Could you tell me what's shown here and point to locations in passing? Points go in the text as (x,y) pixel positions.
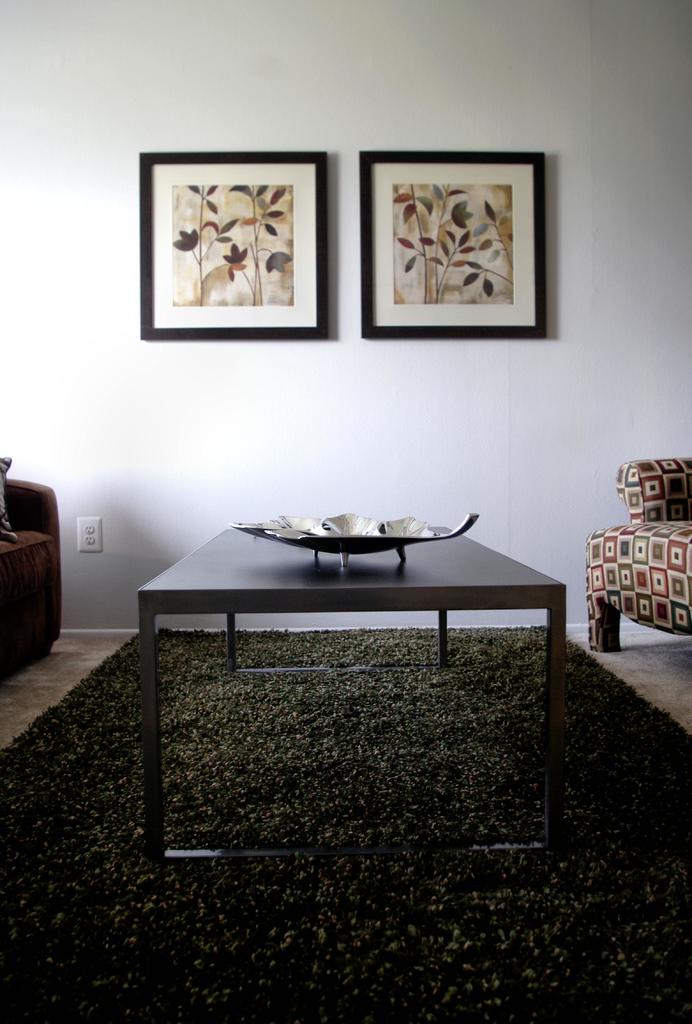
In this picture I can see couple of photo frames (374,309) on the wall (450,143) and I can see a table (375,589) on the carpet (427,732) and looks like a sofa (12,510) on the left side (28,530) and looks like a chair (619,611) on the right side (602,639) and I can see a showpiece (364,545) on the table (380,580).
